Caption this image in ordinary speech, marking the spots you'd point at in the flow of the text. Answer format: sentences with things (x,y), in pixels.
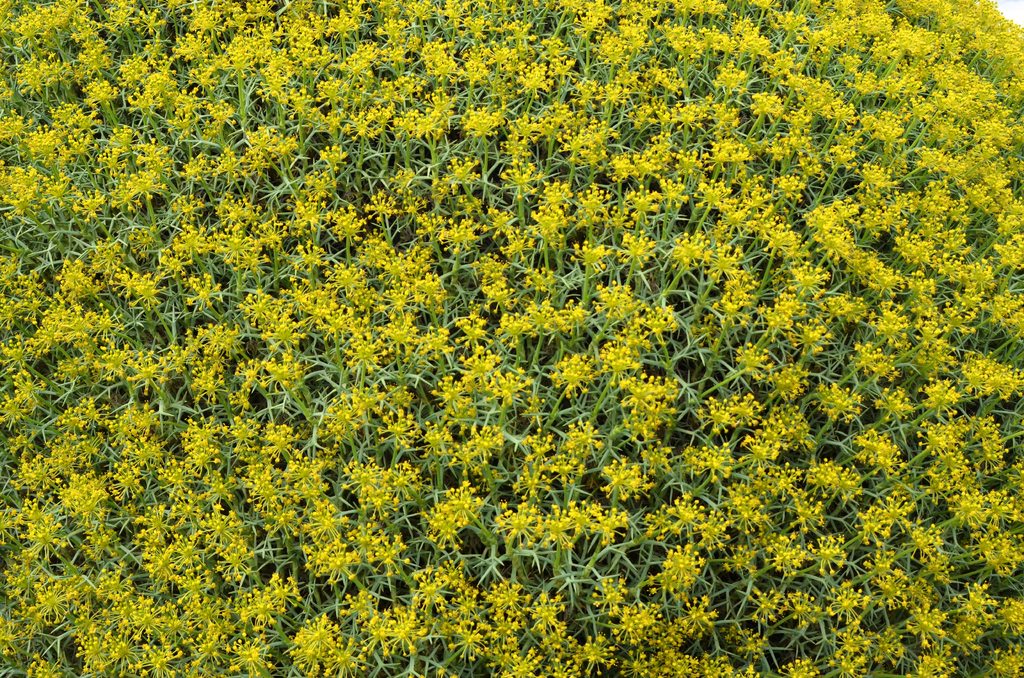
In this image we can see many yellow color flowers (484,370) to plants (703,287).
